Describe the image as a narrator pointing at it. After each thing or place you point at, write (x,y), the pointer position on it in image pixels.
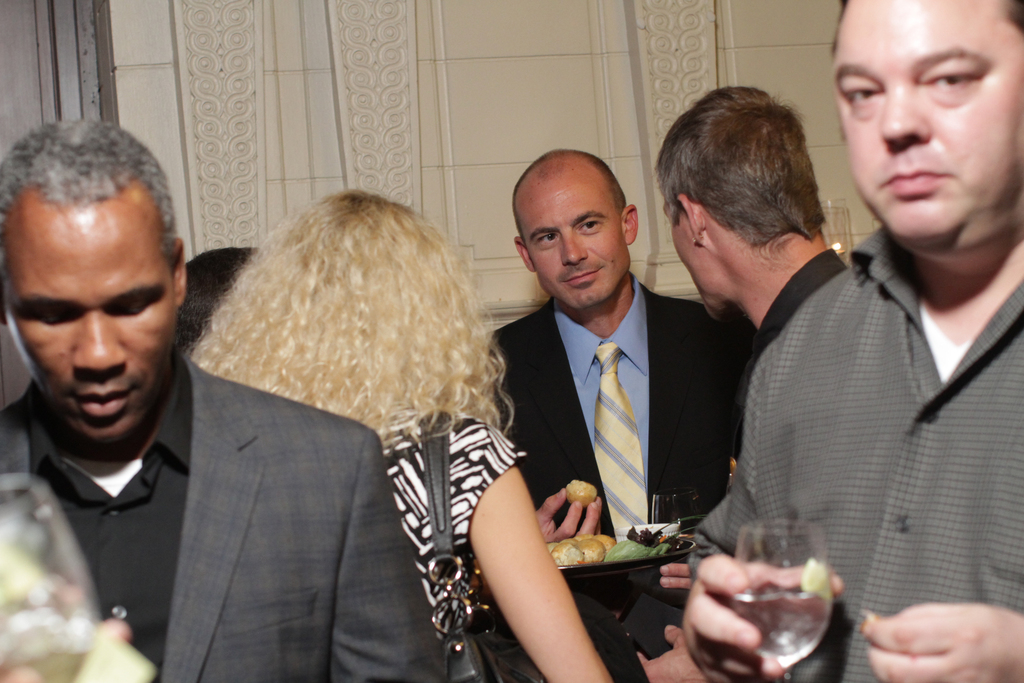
In this image there are group of persons (298,466) standing. In the front (806,556) on the right side (880,506) there is a man (911,494) standing and holding a glass (785,574). In the background (660,458) there is a man (654,434) standing and holding a plate (642,561).
